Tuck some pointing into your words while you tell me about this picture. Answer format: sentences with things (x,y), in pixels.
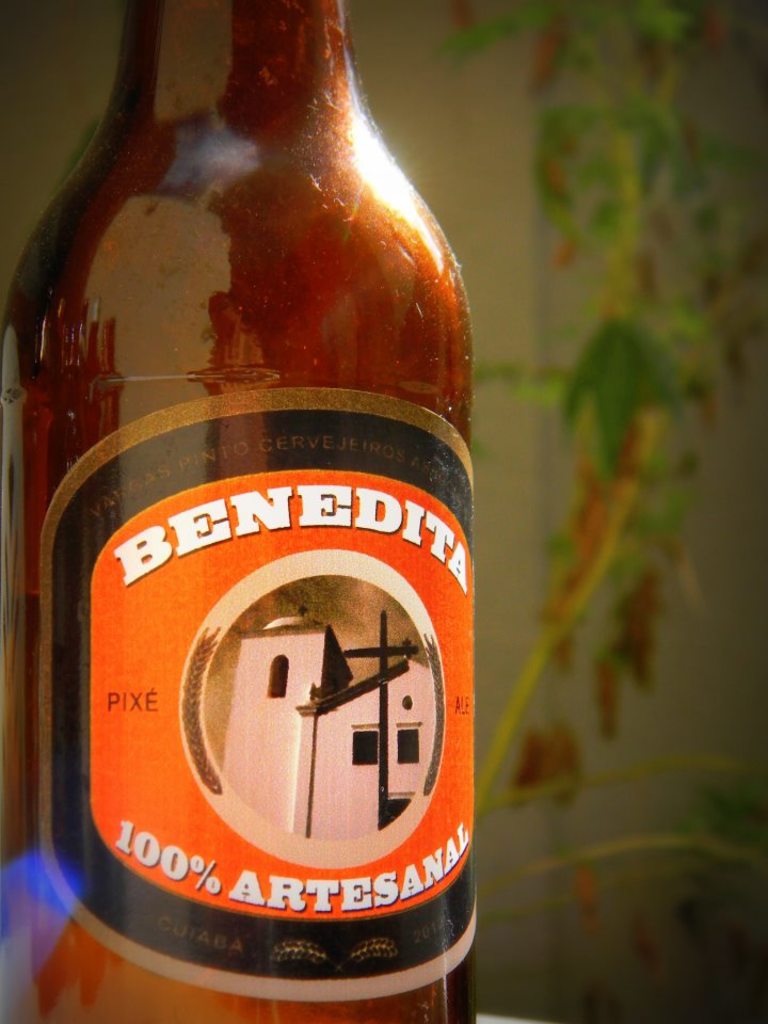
In this image we can see a bottle (215,976) with one sticker (328,515) attached to it.
